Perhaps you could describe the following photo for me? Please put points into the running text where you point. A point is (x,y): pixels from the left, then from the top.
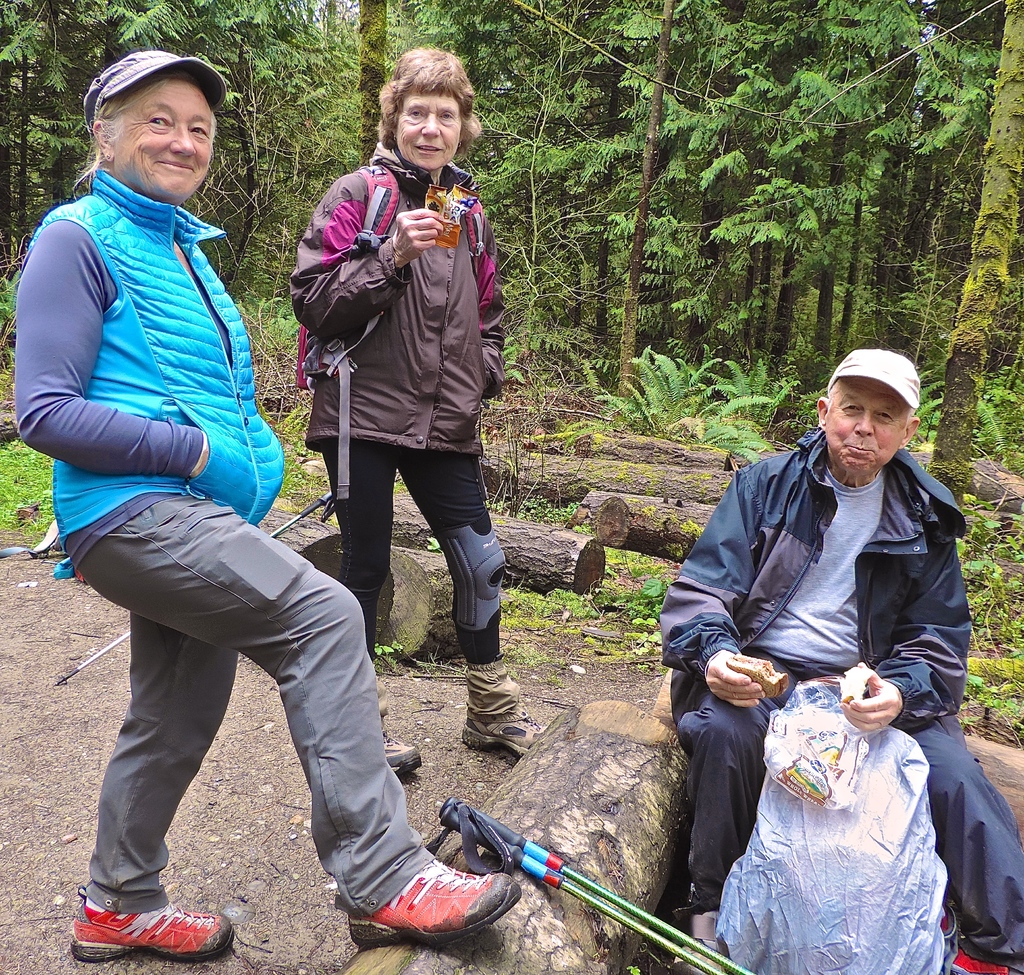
In this picture I can see two women (210,405) are standing among them a woman (387,483) is holding an object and a woman (193,388) is wearing cap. The man (907,583) is sitting on a wooden object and holding some objects (760,665) in the hands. In the background (599,257) I can see trees (549,154), plants (555,426) and pieces of wood (600,541). I can also see some objects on the ground (510,586).
